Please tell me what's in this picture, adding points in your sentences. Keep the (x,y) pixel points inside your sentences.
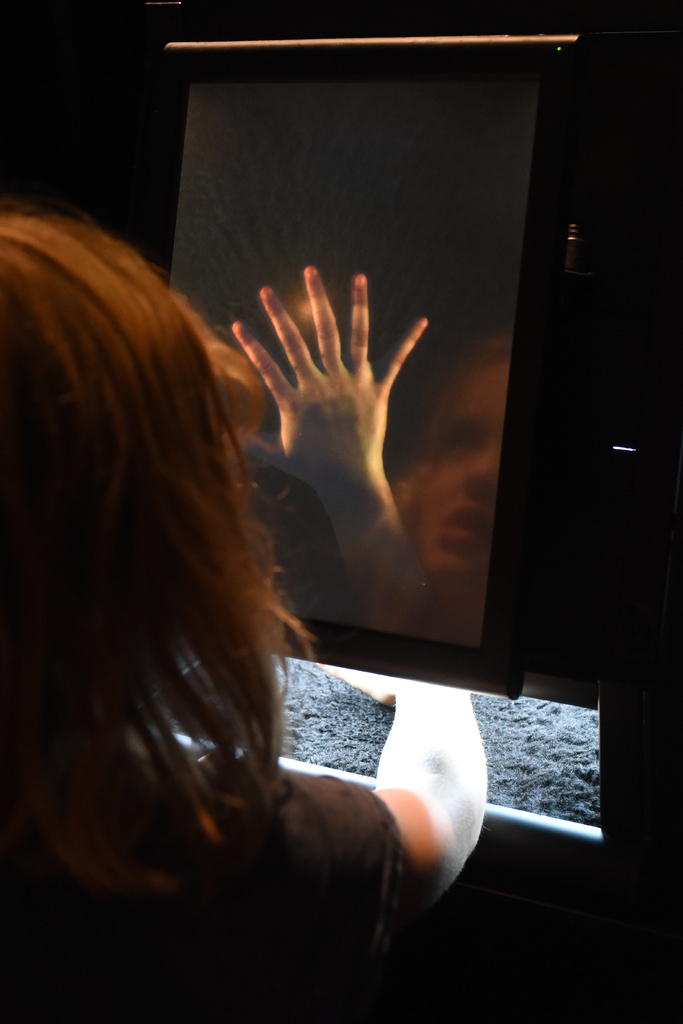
In this image, we can see a person (255,754) wearing clothes (287,909). There is a person reflection (466,577) in the middle of the image (446,379).
